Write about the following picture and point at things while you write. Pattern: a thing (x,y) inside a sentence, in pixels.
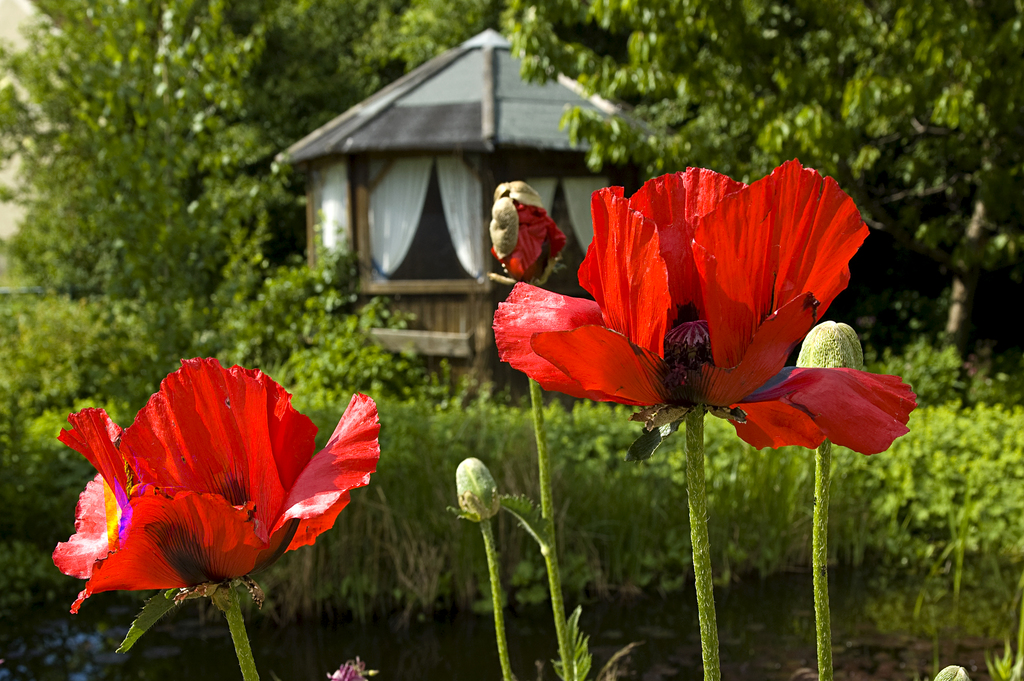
In this image we can see some flowers (679,258), buds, plants (350,373), trees (703,86), also we can see a house (572,256), and curtains (403,231).
